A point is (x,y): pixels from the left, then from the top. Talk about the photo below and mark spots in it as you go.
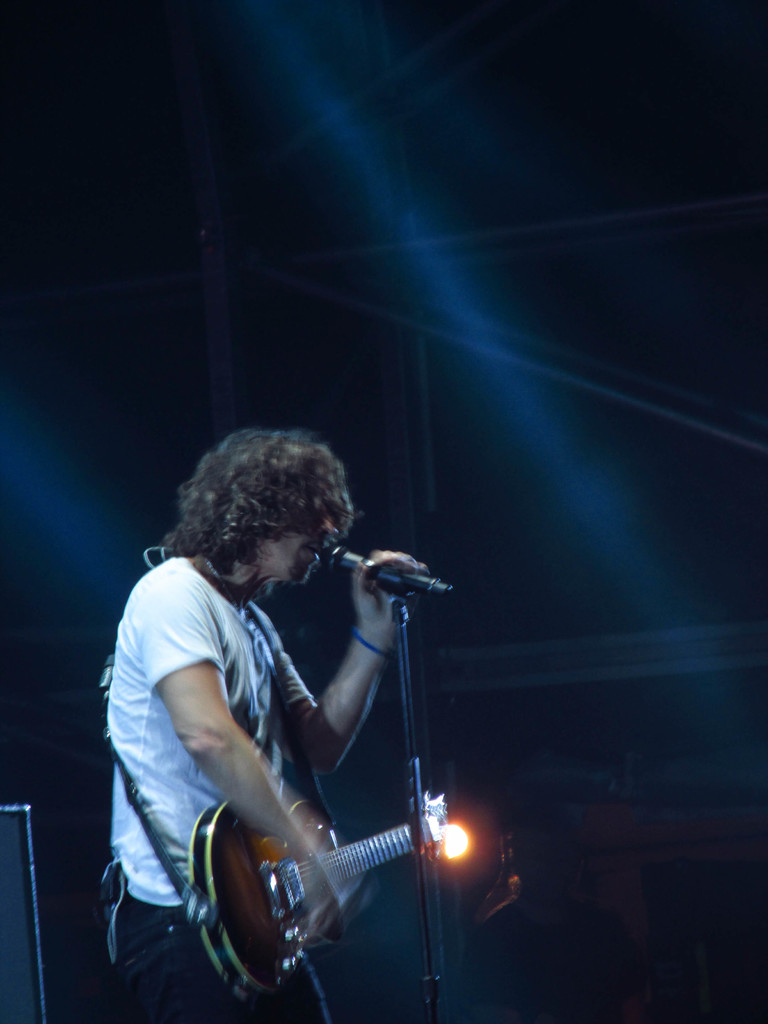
In this picture we can see man (186,673) holding guitar (342,863) in his hands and playing it and singing on mic (349,559) and in background (460,837) we can see light (451,833) and it is dark.
